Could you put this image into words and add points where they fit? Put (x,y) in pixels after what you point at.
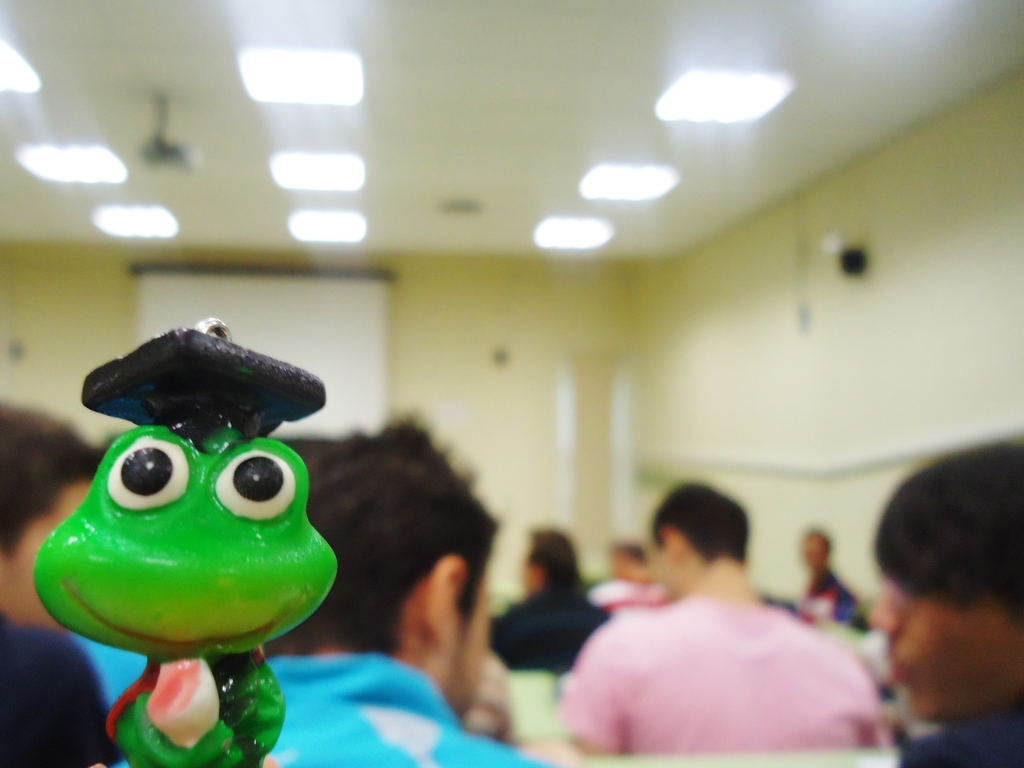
In this image we can see a green color toy (197,633) here. The background of the image (63,270) is slightly blurred, where we can see these people (691,627) are sitting, a white color board (331,357), the wall (483,386) and lights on the ceiling (323,246).
